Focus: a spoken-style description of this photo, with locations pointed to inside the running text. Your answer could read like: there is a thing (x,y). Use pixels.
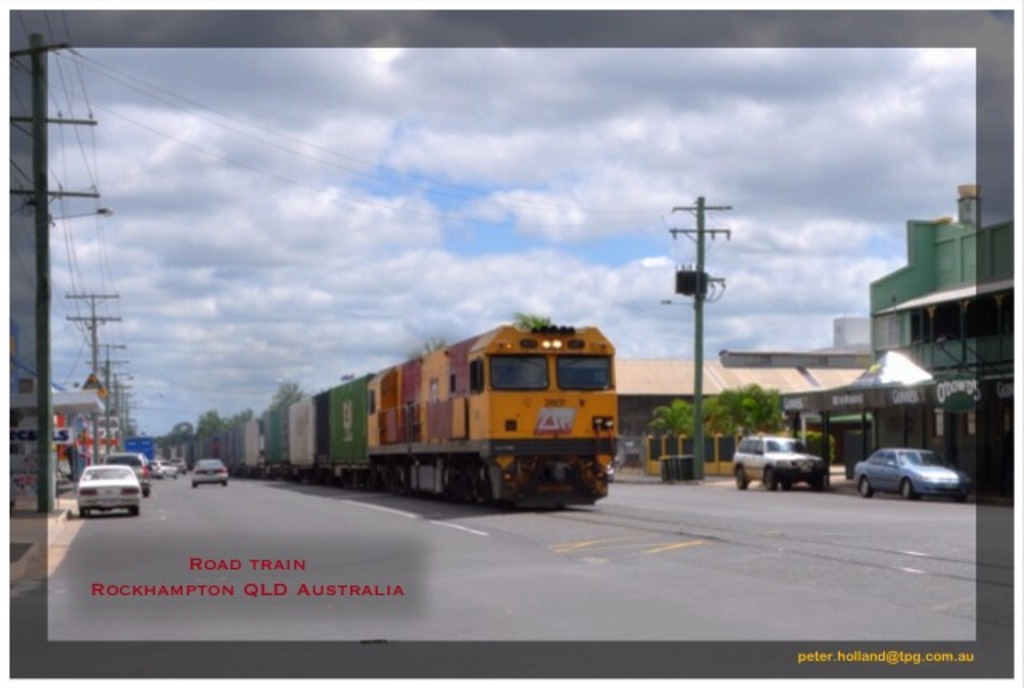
In this picture there is a train (468,423) on the track (623,523) and there are few vehicles (201,468) on either sides of it and there are few buildings (794,404) and trees (751,400) in the right corner (799,410) and there are few stores (76,424), poles (47,436) and wires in the left corner (79,391) and the sky (354,222) is cloudy.
